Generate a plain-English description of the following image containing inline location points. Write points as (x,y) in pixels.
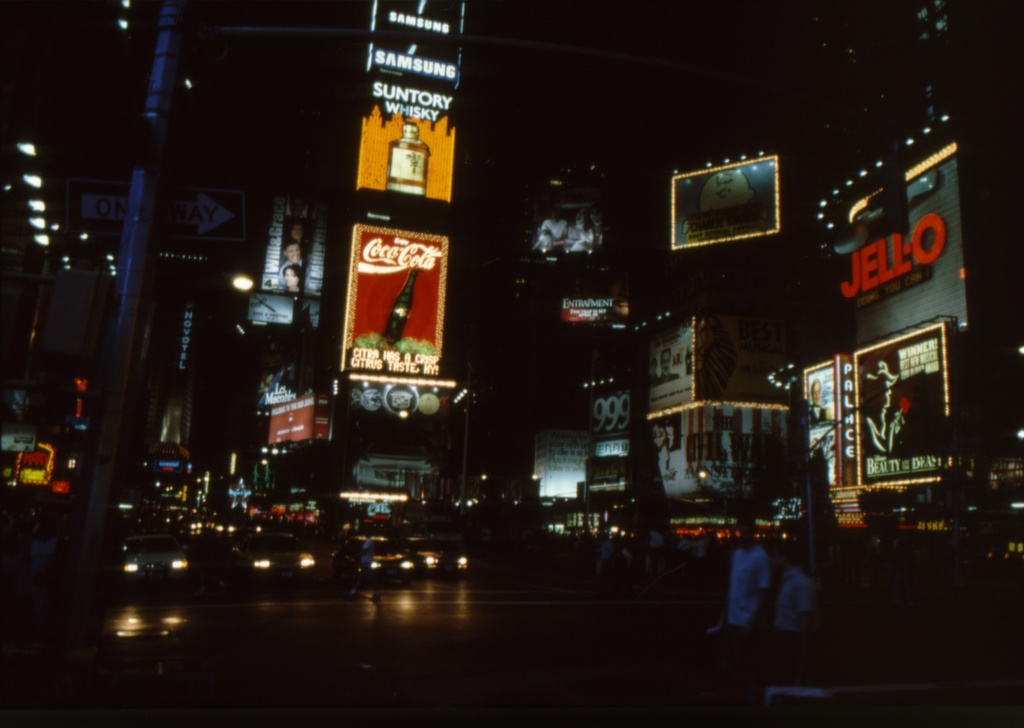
In this picture I can see there are vehicles (126,567) here on the road (324,601) and there are buildings (1006,457) in the backdrop (895,465) and it has some advertisement banners (431,288) on the buildings (167,382).
